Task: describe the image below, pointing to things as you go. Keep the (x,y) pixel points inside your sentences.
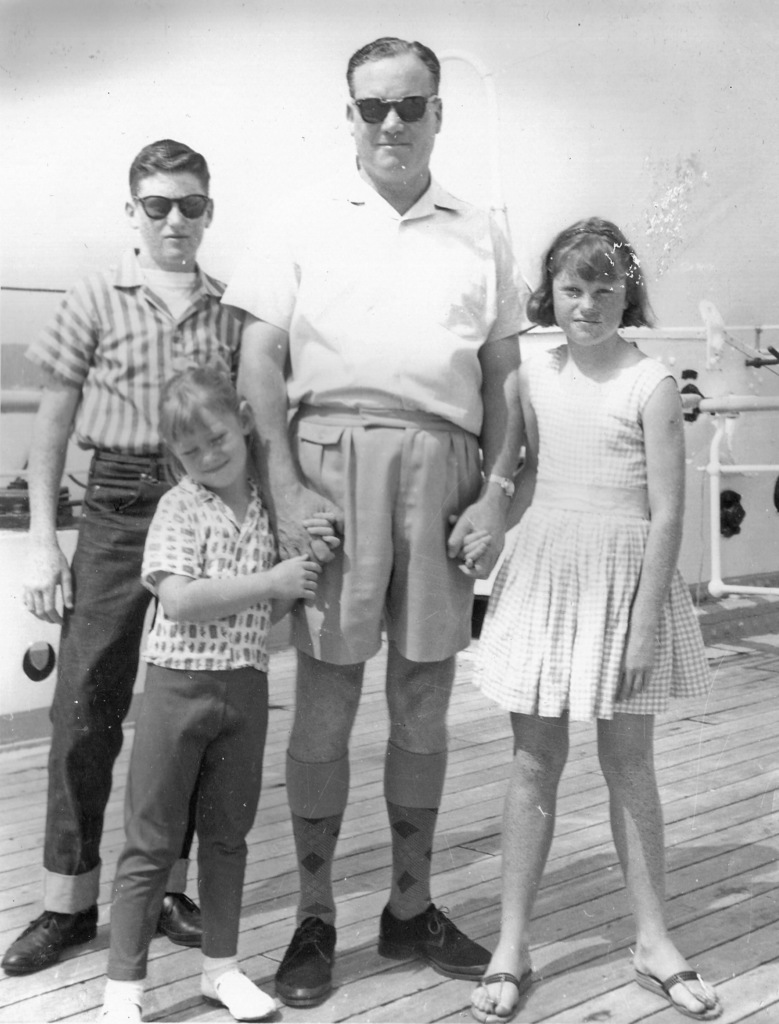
This is a black and white picture. Here, we see the man (399,442) in white t-shirt (283,316) who is wearing goggles (378,110) is holding the hands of the two children (529,407). Beside him, we see the man (109,392) who is wearing goggles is standing. Behind them, we see iron rods (728,405) and in the background (711,46), it is white in color.
